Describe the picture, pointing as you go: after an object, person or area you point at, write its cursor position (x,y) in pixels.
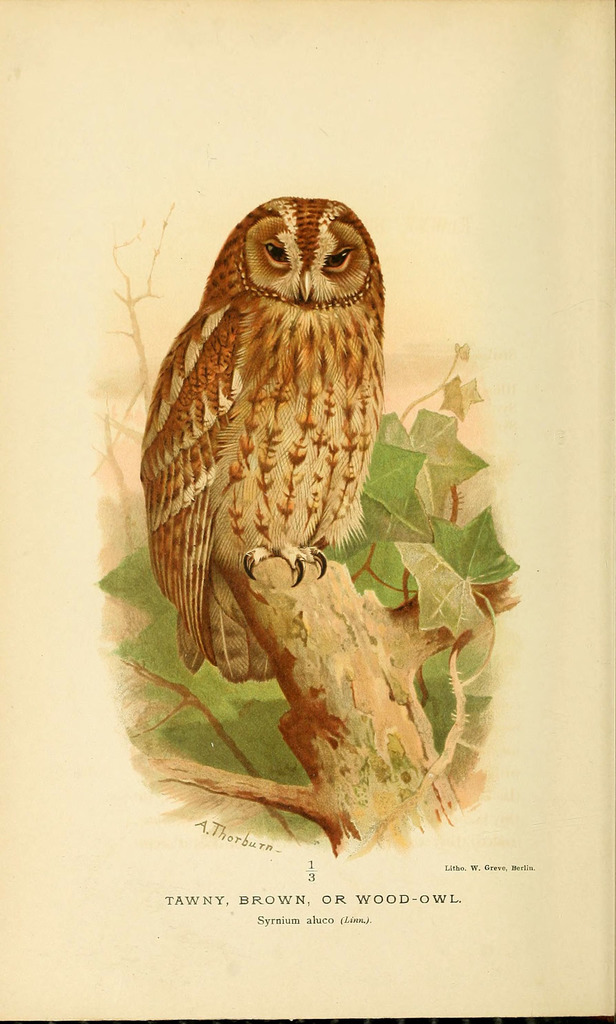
In this image there is a painting (314,392) of an owl (270,416) standing on the tree (323,732) below that there is some text (257,921) on the paper (455,927).
